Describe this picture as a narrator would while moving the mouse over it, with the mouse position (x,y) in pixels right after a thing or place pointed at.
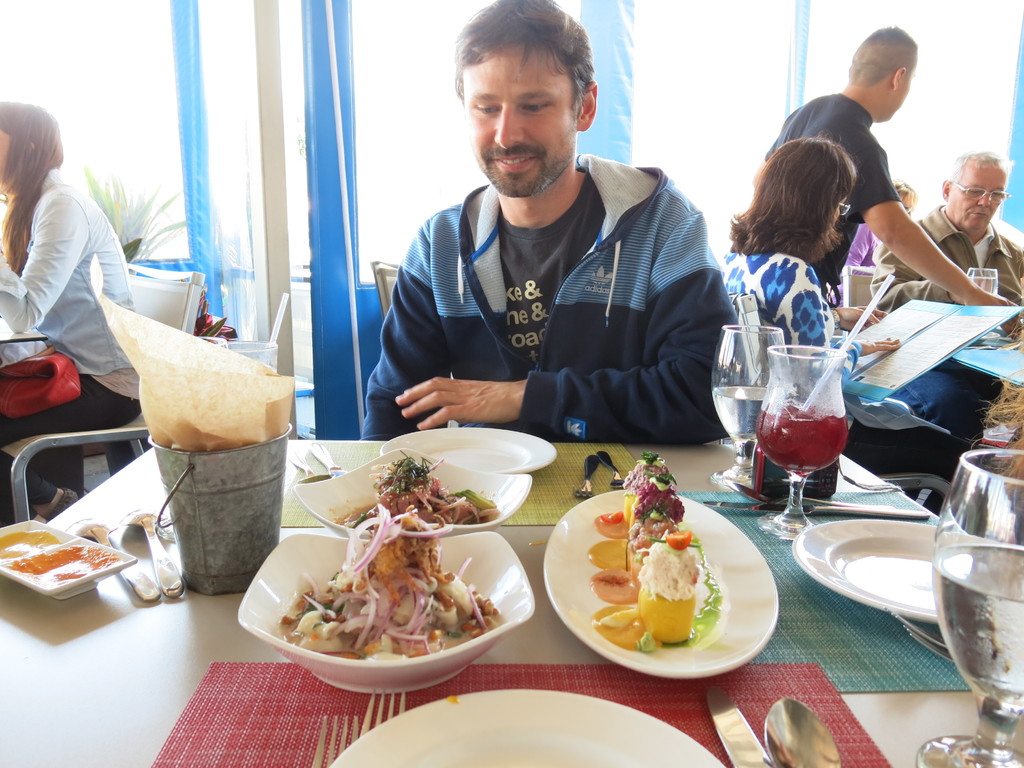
In this image we can see there are persons (603,364) sitting on the chair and holding a card (923,341). And there is a table (670,454), on the table (687,451) there is bowl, plate (749,555), glasses (816,433), spoons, knife (333,465), bucket (193,478), paper (232,429) and some food items (382,635). At the back (348,160) there are windows (300,116) and plants (157,216).
